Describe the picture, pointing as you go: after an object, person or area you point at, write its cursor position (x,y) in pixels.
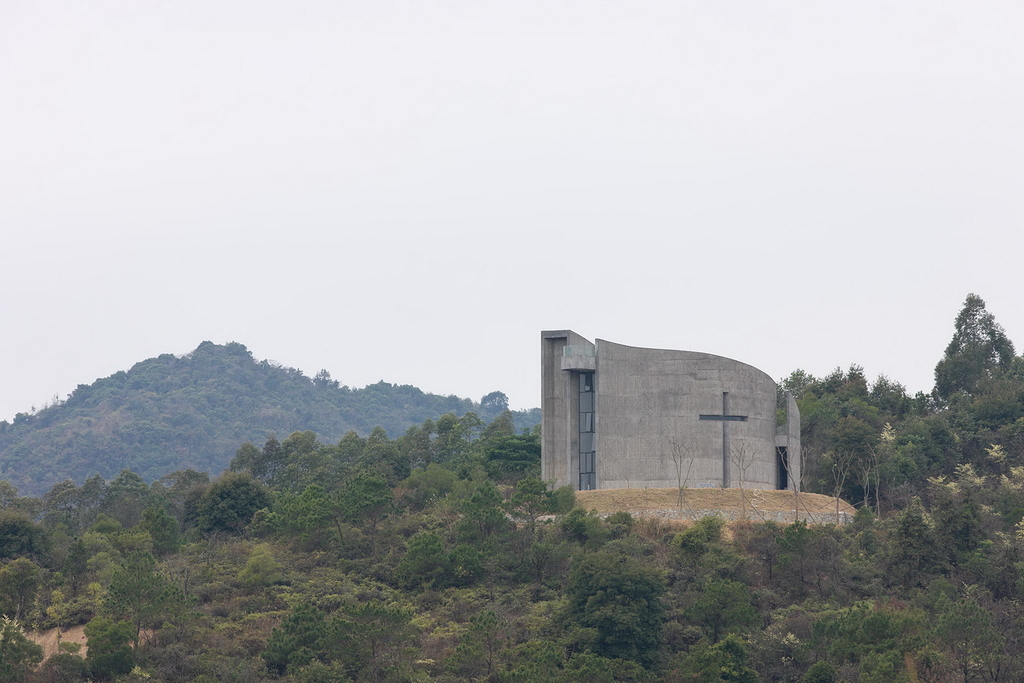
This picture is clicked outside. In the foreground (303,659) we can see the plants (302,618). In the center (650,411) we can see an object (635,416) seems to be the house (633,369). In the background (568,226) we can see the sky (268,343), trees (225,366) and some other objects (343,429).
